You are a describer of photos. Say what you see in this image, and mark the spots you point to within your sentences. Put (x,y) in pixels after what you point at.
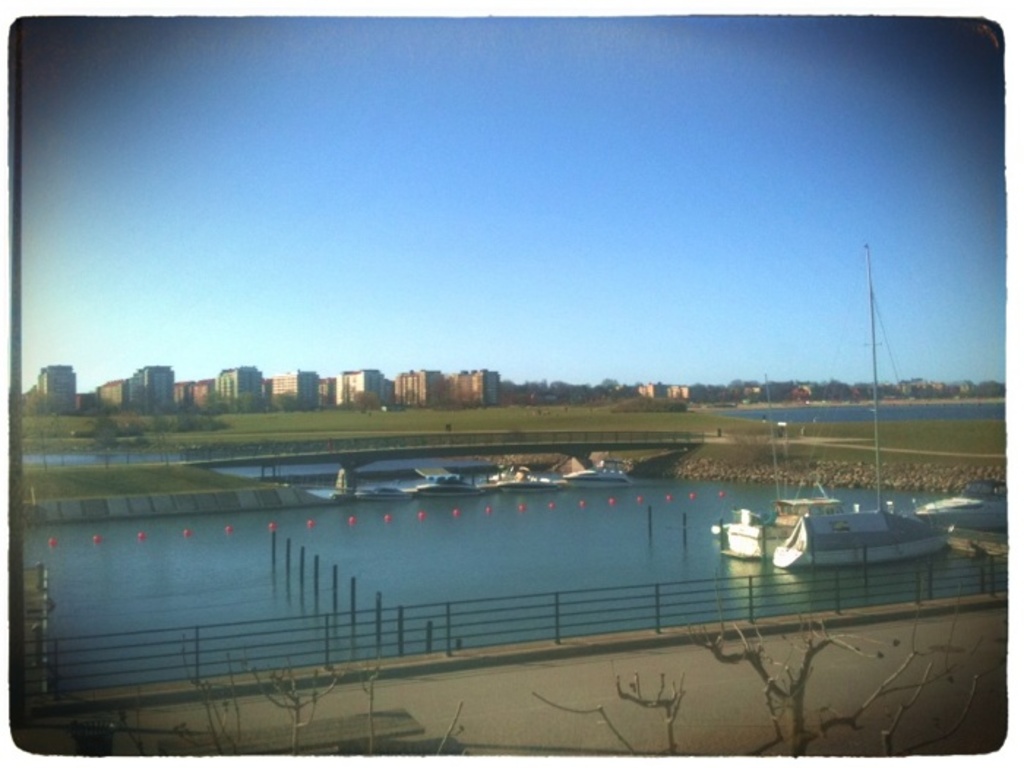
In this picture we can see boats (439,487) on water (410,521), poles (865,572), fence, path (770,659), trees (744,396) and in the background (754,388) we can see buildings (145,406), sky (455,232).
